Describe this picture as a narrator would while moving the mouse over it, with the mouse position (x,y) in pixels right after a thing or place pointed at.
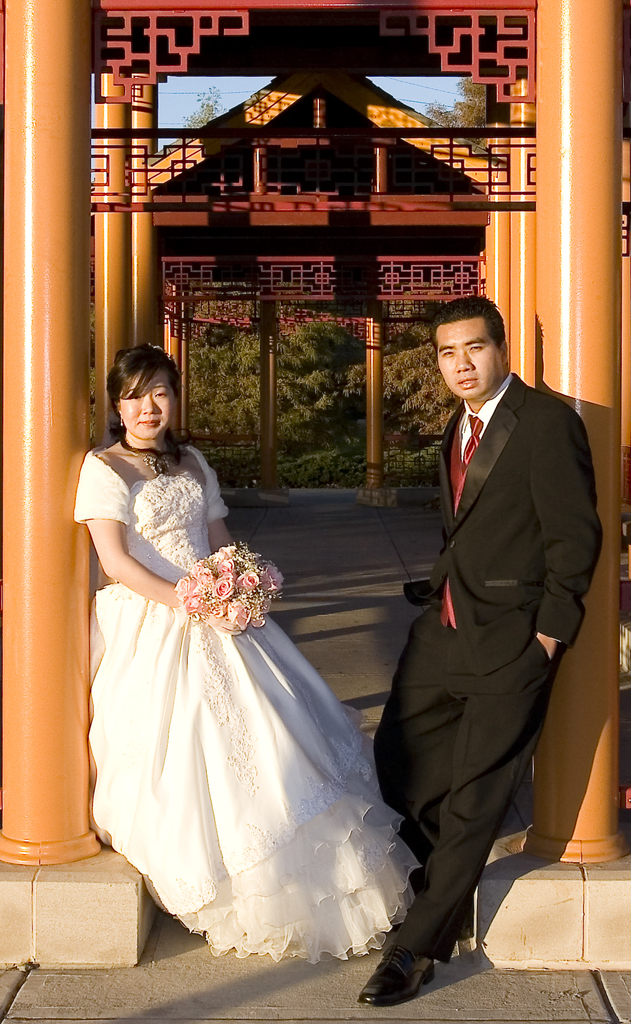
In the center of the image (279,673) we can see two persons (279,685) are standing. And the left side woman (270,631) is smiling and she is holding flowers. And we can see she is in a white colored long frock (196,711). In the background (235,273), we can see the sky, trees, one wooden building (372,286), pillars (503,220), roof (431,230) and a few other objects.
